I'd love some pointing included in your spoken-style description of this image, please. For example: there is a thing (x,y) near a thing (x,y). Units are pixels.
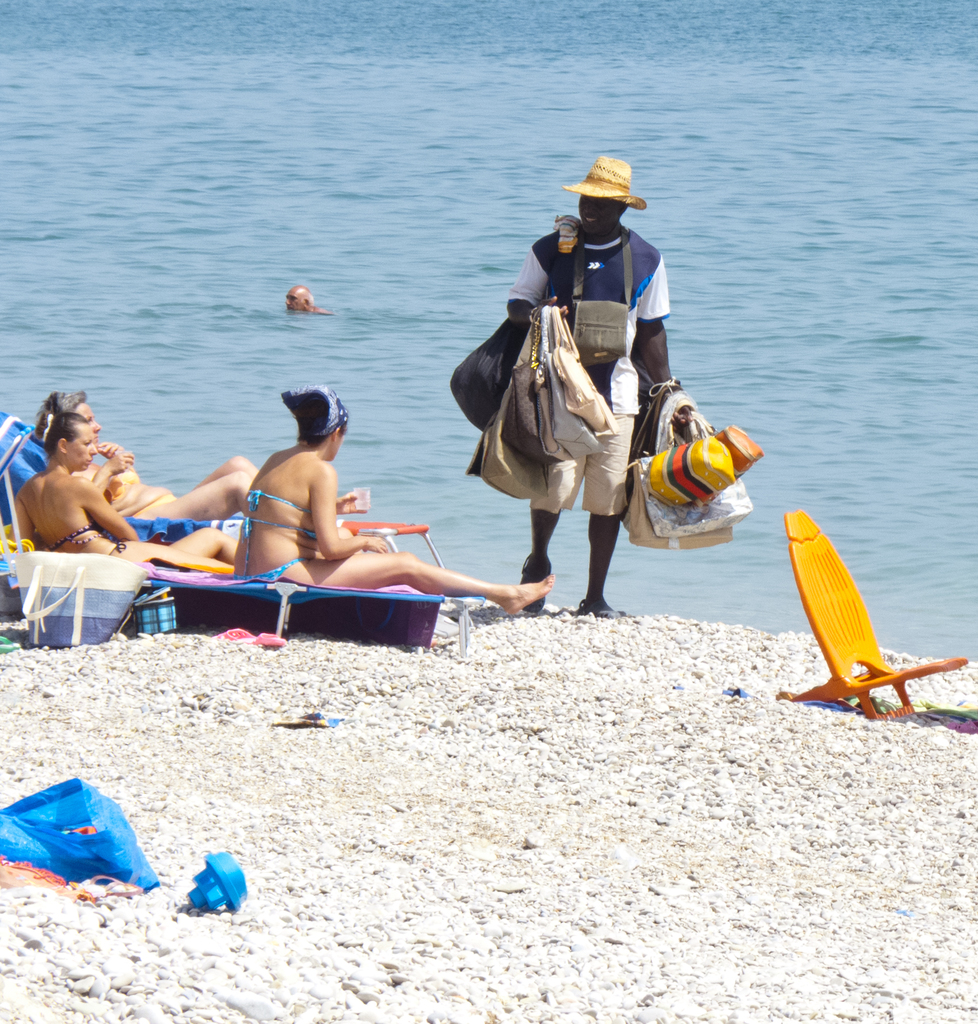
In this picture we can see few people (252,519), on the left side of the image (285,558) we can see three women (66,460), they are sitting on the chairs (315,587), in front of them we can see a man (553,278), he is carrying bags (568,418), in the background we can find a man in the water (317,280), on the left side of the image (115,623) we can see few bags (82,816).
